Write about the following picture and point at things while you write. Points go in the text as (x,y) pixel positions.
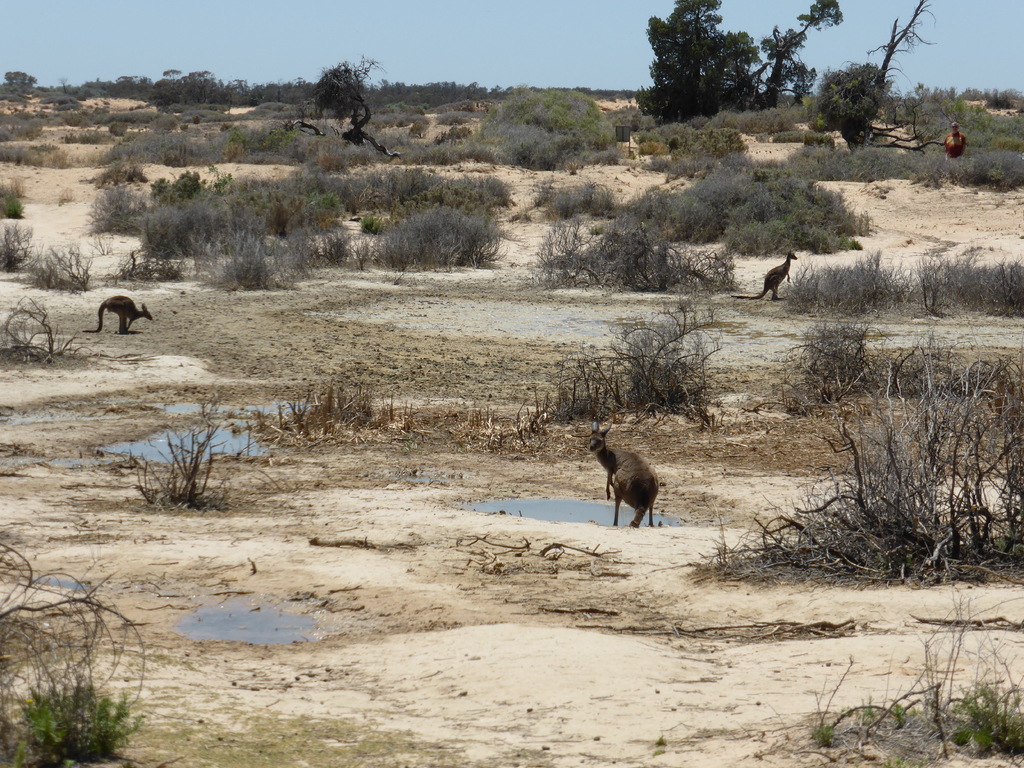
There are three kangaroos (100,326) on the left, right and in the middle (643,482) respectively standing on the sand (343,475). There is a person (950,140) on the right (958,152) at the top corner (964,140). We can also see plants (100,743), trees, water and sky (233,63).
